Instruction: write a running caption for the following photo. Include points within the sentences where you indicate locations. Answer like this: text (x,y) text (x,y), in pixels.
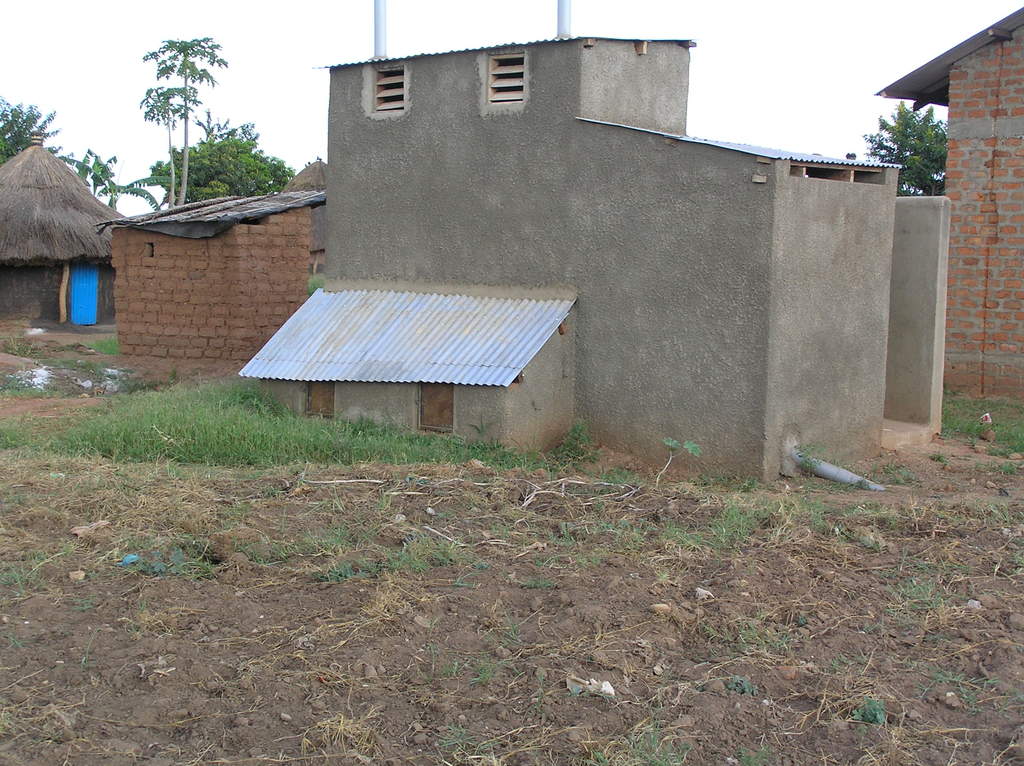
This picture is clicked outside. In the center (356,278) we can see the buildings (356,278) and a hut (56,265) and some green grass (413,447). In the background (110,44) there is a sky (352,47) and the trees (928,157).
